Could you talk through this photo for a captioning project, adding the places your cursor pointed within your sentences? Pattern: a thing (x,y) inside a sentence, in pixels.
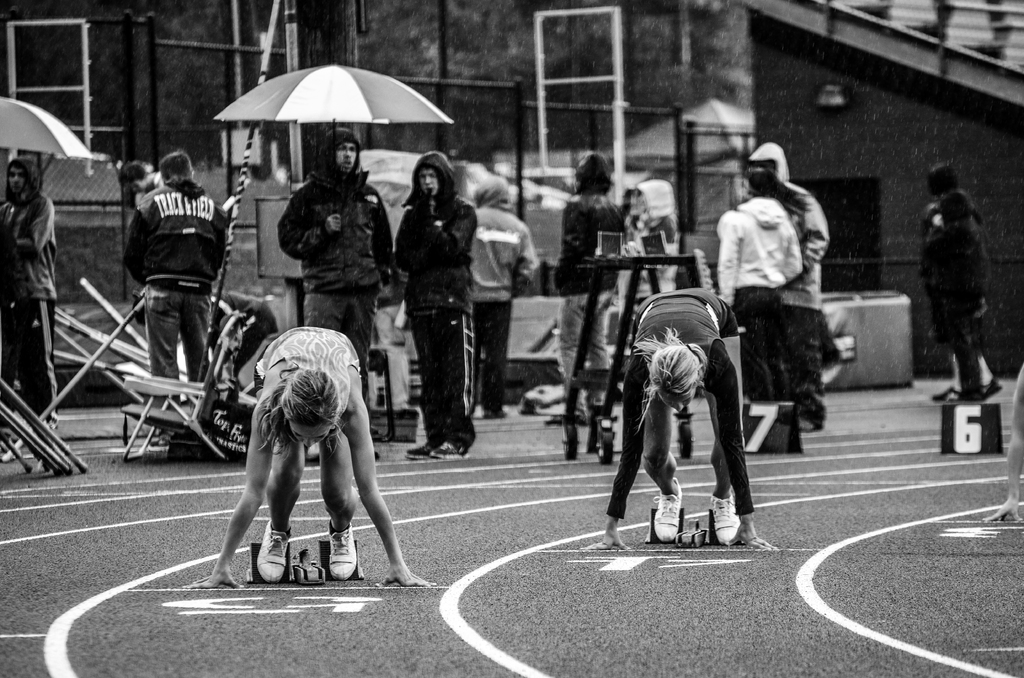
This is a black and white picture, there are two girls (298,384) in steady position in running competition, in the back (173,283) there are many people (419,267) standing all over the place.
